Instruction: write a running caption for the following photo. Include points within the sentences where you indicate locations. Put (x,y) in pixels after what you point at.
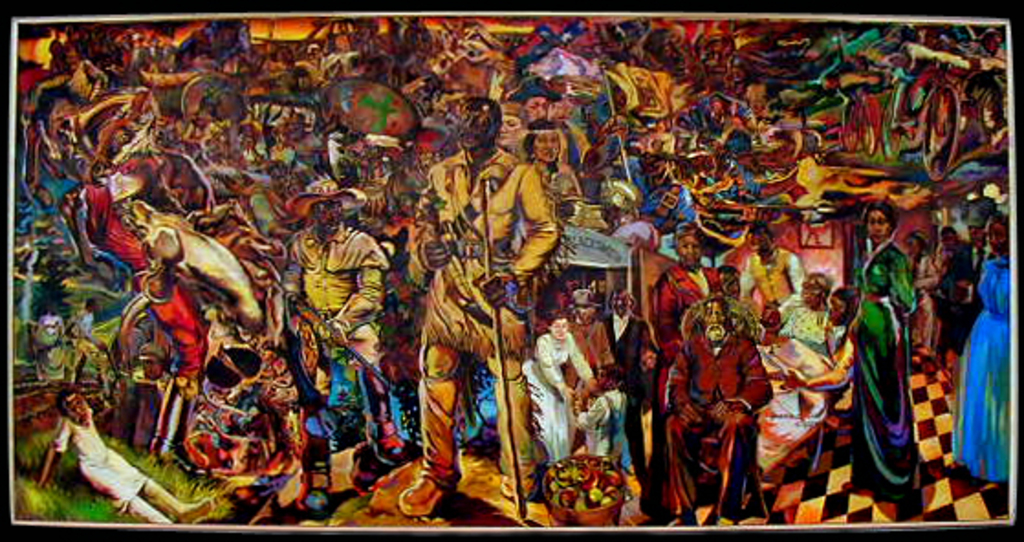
In this image we can see the painting (591,230). In the painting (421,265) there are different kinds of persons (477,258).
